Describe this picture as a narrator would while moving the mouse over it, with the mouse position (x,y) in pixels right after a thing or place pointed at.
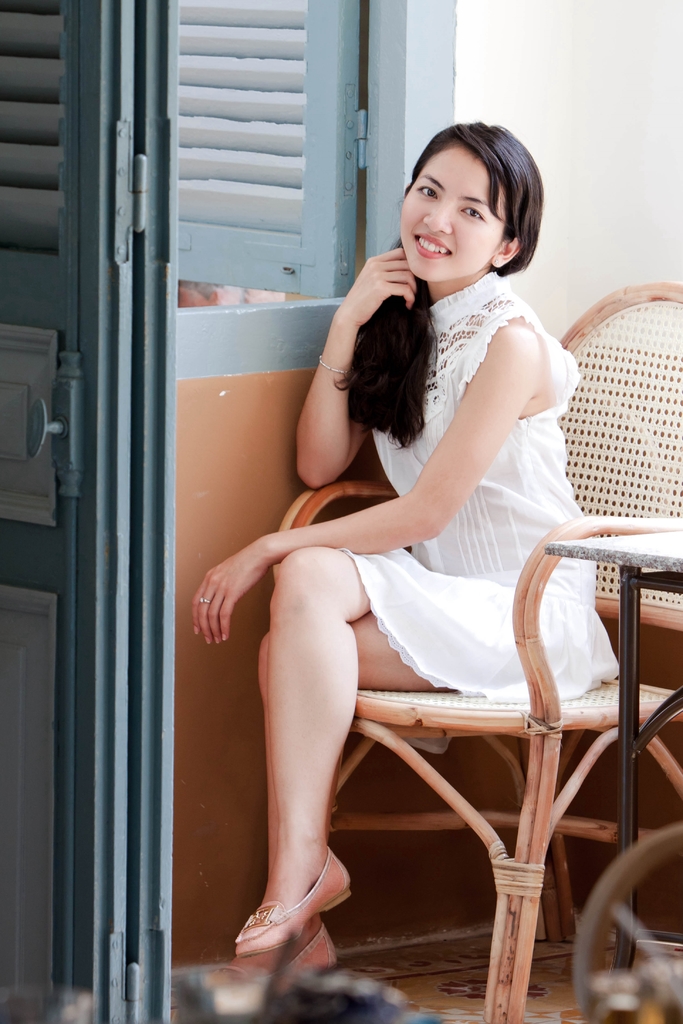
Girl (430,605) sitting on the chair (535,764) near the door (96,694) and table (648,569).
